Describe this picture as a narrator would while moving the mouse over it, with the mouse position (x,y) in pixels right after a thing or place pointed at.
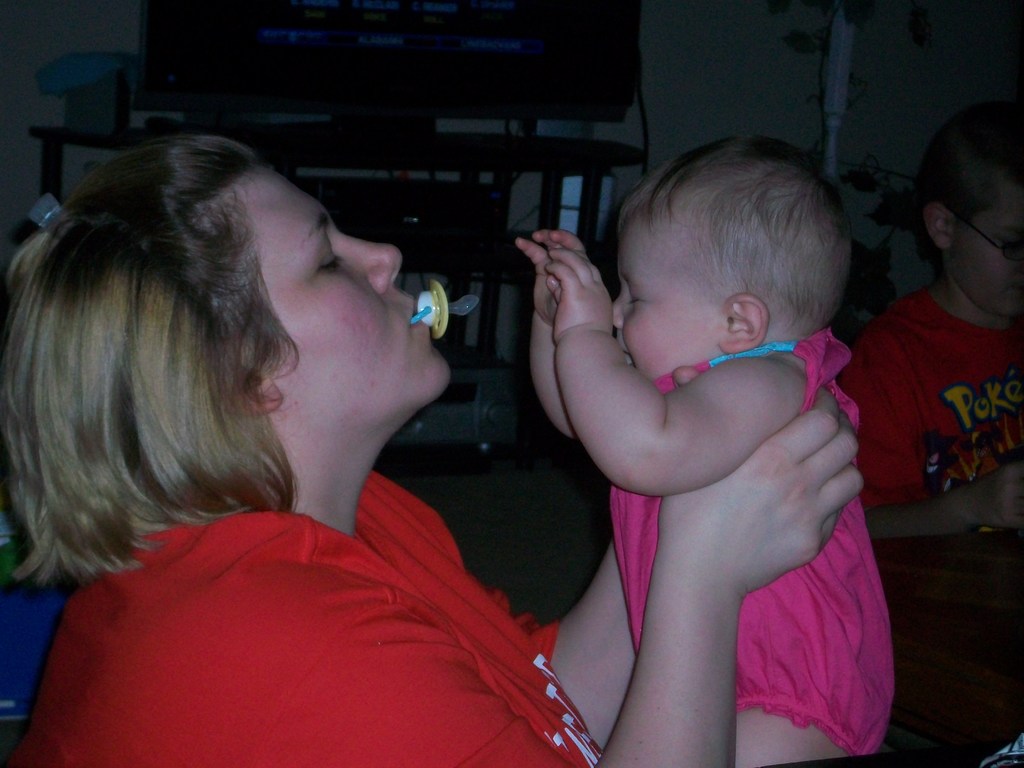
In this picture we can observe a woman (780,460) and a child (685,465). This woman (605,616) is holding a child (697,424) in her hands (707,580). She is wearing red color T shirt (246,620) and the child (776,694) is wearing pink color dress (652,521). On the right side (933,374) there is another person (958,211). We can observe a television (352,72) placed on the table (391,172).
